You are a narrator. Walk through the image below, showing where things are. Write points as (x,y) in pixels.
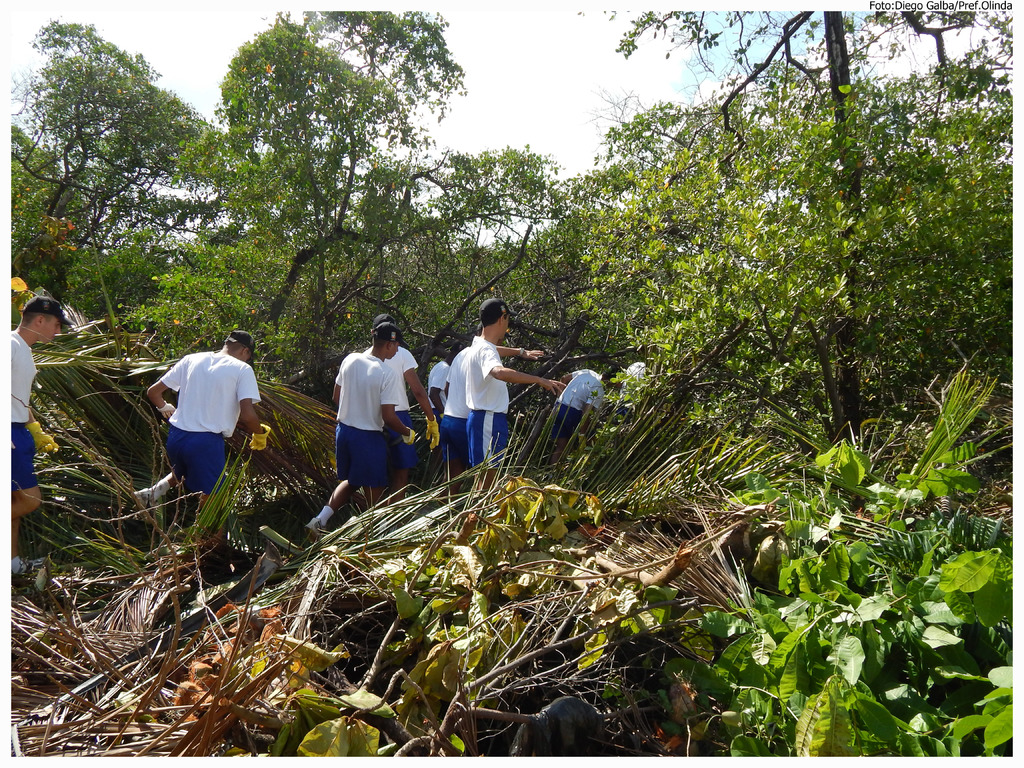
In this image we can see the people (339,405) in uniform (360,425). In the background (343,301) there are many trees (600,244). At the top (693,58) there is sky (647,64) with some clouds (567,77) and at the bottom (441,693) we can see the fallen tree leaves (418,552) and also plants (889,609).
